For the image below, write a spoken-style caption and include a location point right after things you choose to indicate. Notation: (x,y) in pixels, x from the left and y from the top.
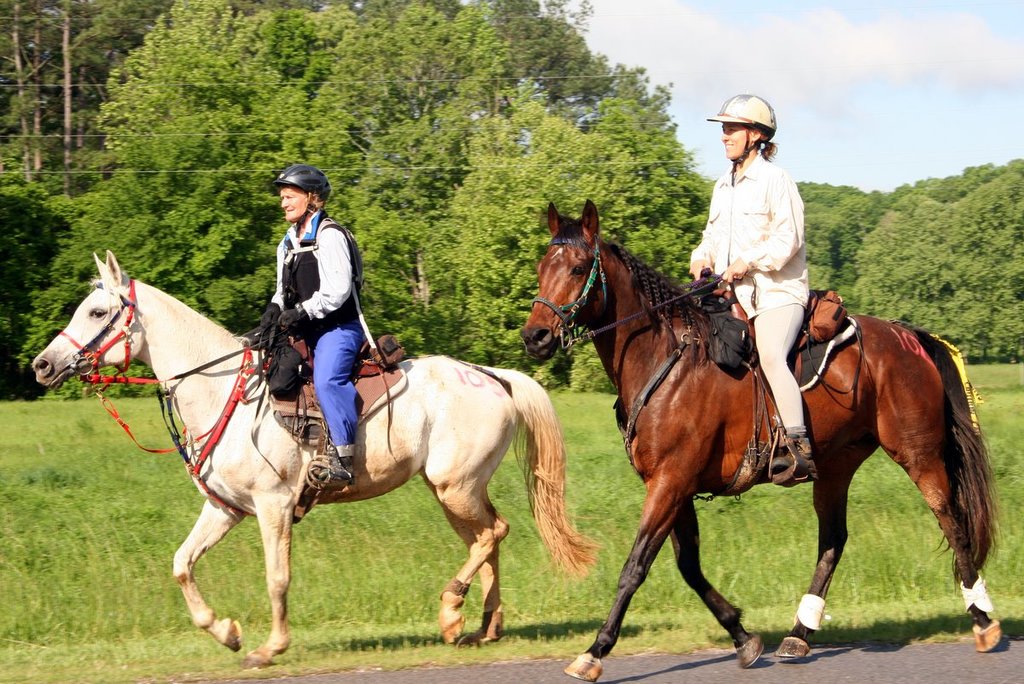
In this picture there are two women (802,296) who are riding the horse (249,485). I can see the white and brown color horse (439,469). In the background (940,284) I can see many trees (571,363), plants (584,373) and grass (625,532). In the top right corner (707,160) I can see the sky (817,50) and clouds (826,84).
